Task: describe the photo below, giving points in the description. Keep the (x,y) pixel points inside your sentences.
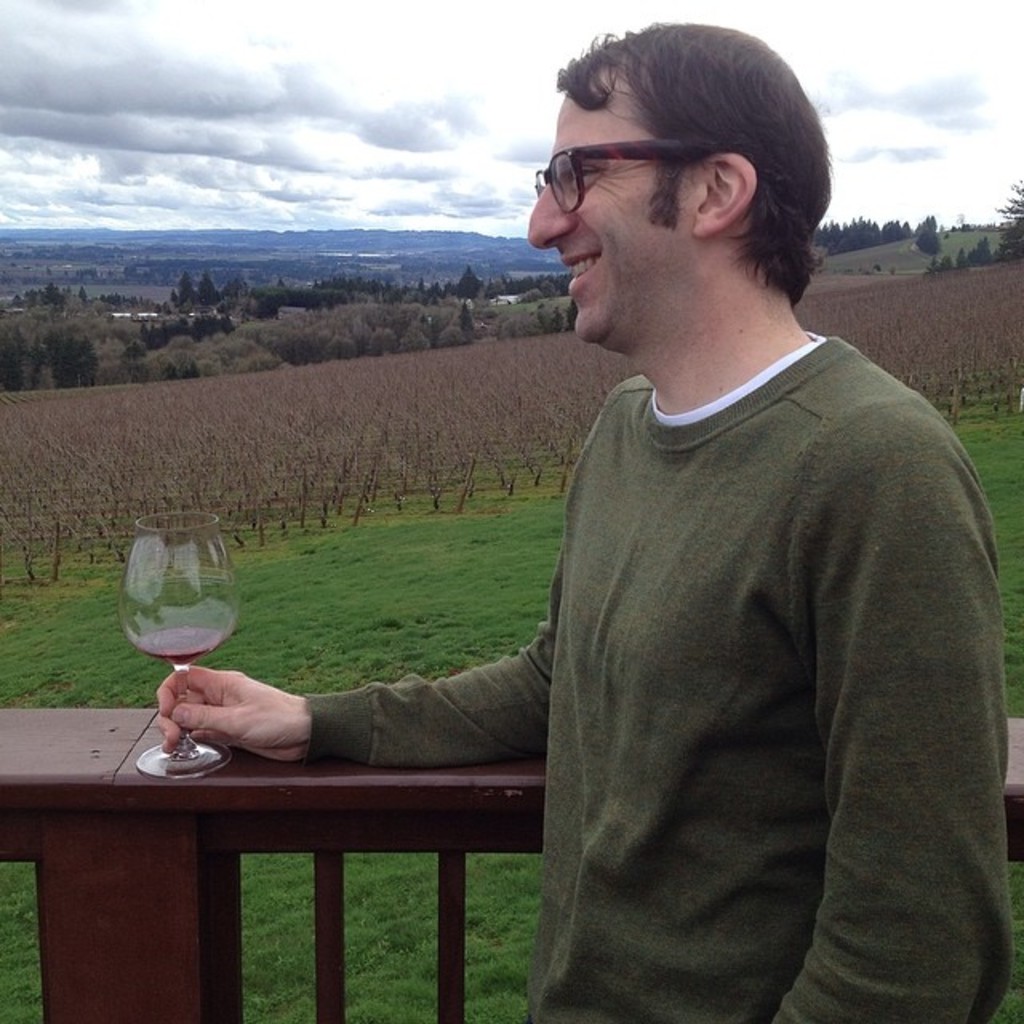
In the image there is a man (861,568) in green sweater (652,644) holding a wine glass (219,646) in front of wooden fence (115,899) and in the back (422,488) there are many plants (294,386) and trees (459,318) all over the place on the grassland (409,566) and above its sky (482,70) with clouds (722,15).
